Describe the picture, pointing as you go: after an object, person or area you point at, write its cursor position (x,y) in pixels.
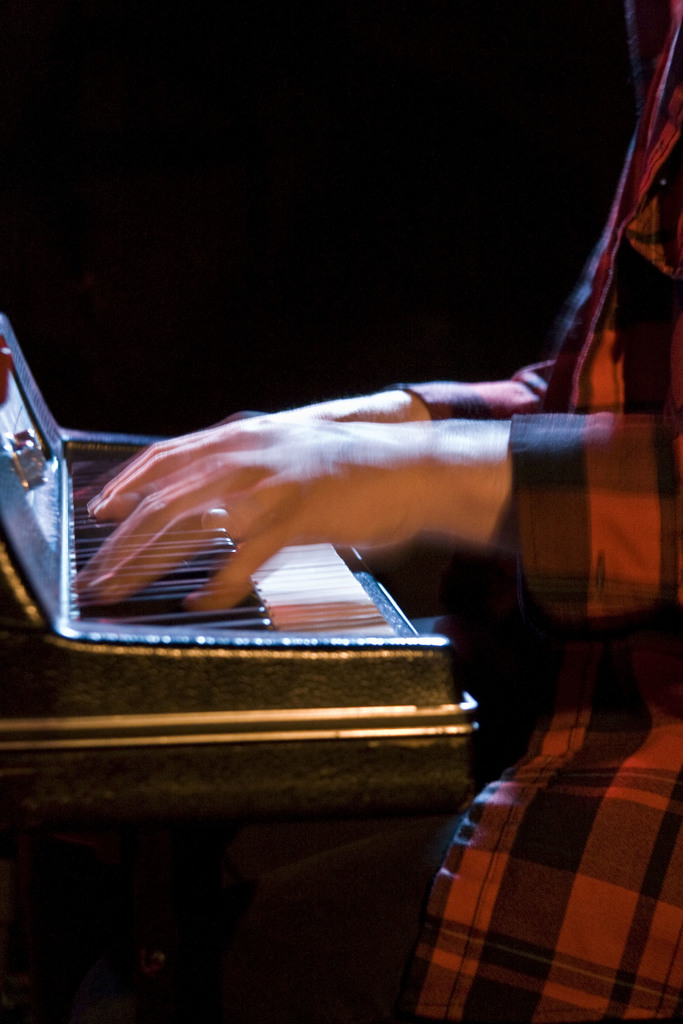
In this image in the front (169,665) there is a person (423,519) playing musical instrument (128,607).
